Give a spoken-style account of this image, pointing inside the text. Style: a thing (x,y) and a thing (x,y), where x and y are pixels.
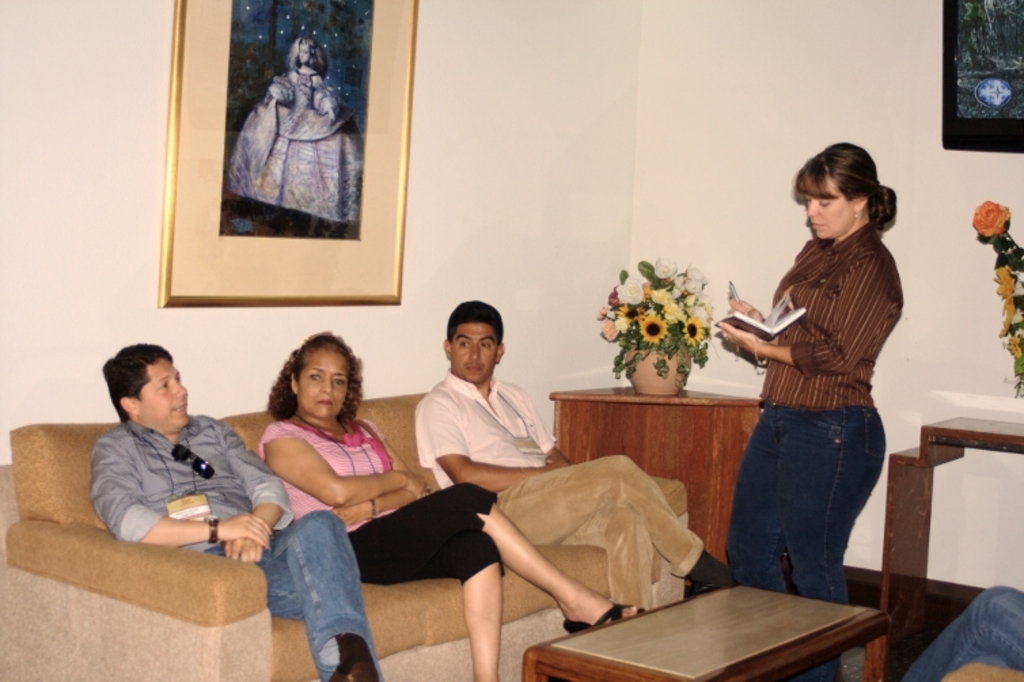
This is a picture in the room (943,365) where on the left side (68,483) we have a sofa (80,491) and three people (474,399) sitting on it and to the right side wall (775,276) there is a desk (676,396) on which there is a small plant (691,305) and a lady (725,338) standing in front of it and there is a table (533,657) in front them and a photo frame (979,104) on the left wall (153,195) and also the right wall (972,251).
